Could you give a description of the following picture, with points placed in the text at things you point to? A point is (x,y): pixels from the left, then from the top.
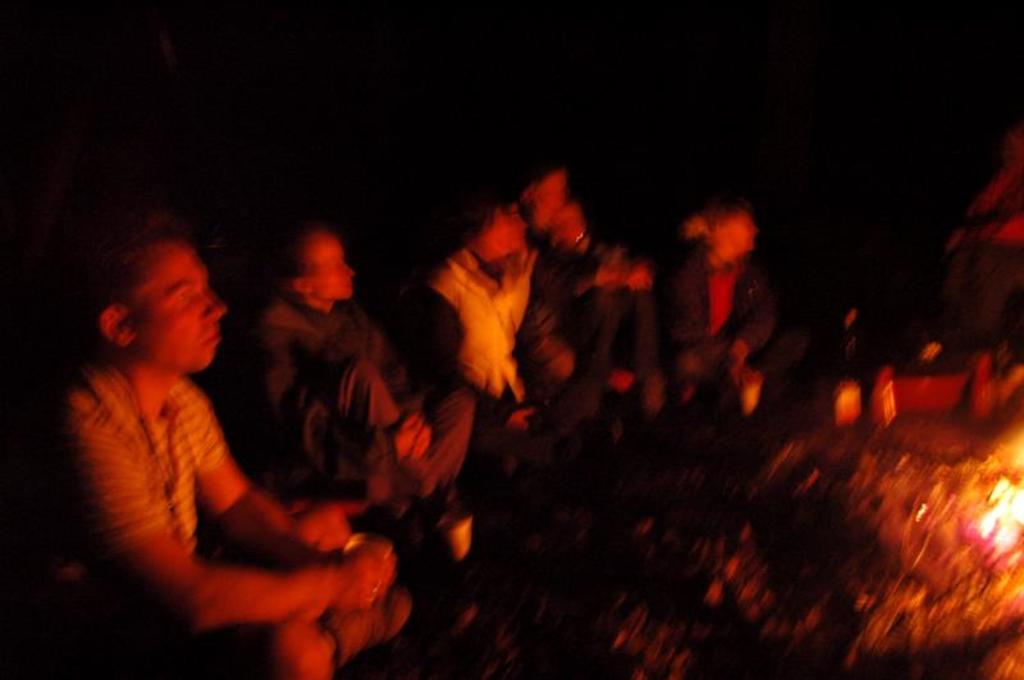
There is group of persons (340,369) sitting on the ground (401,539) in front of a fire (977,524). And the background (156,129) is dark in color.
